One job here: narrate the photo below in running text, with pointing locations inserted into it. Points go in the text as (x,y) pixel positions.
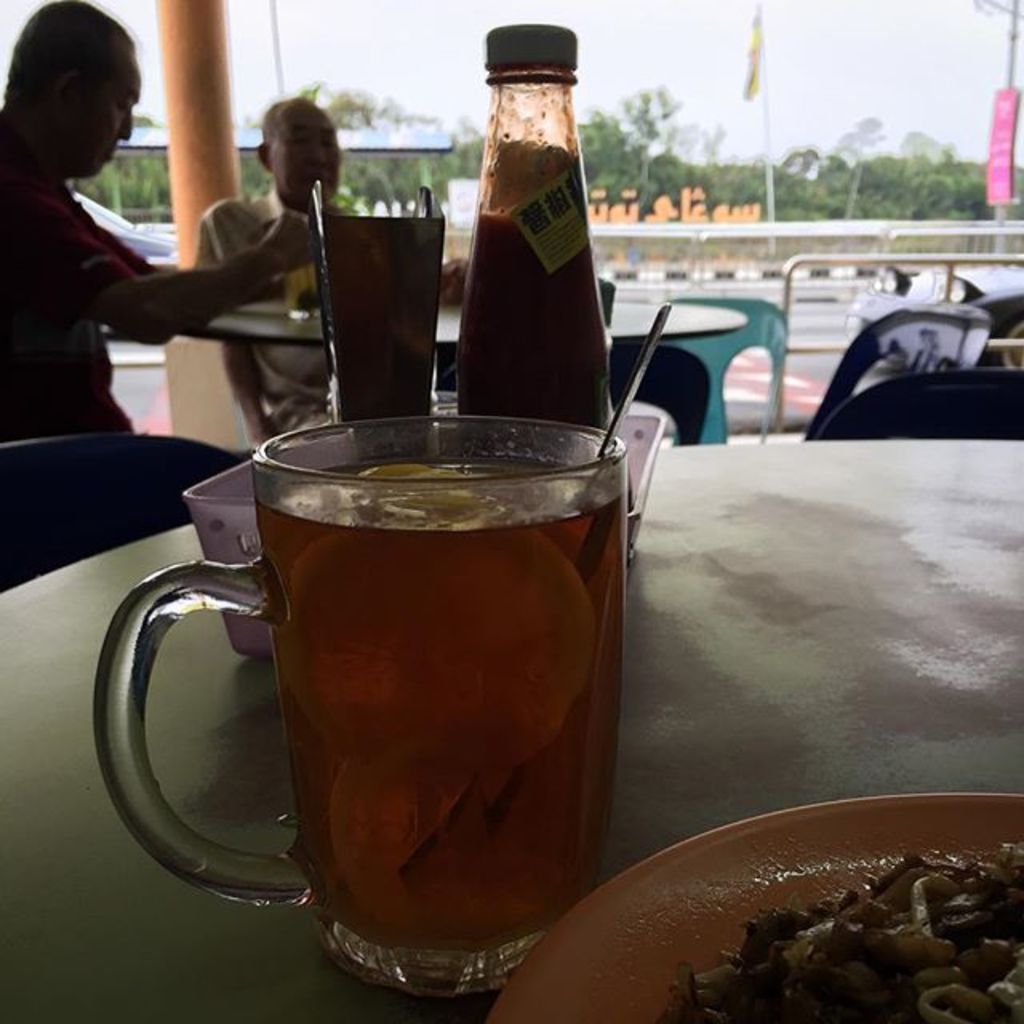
In this image there is a table (1,750) having a mug (352,614), tray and a plate (522,1023) on it. Tray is having a bottle (551,389) and an object (436,353) on it. Mug (462,612) is filled with some drink (476,657) in it. Plate (613,1023) is having some food (880,930) on it. Behind the table (908,454) there are few chairs (976,385). Two persons (65,310) are sitting on the chair (15,476) before a table (270,319) having a glass (297,288) on it. There is a road (717,285), beside there are flags (994,114) attached to the poles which are on the pavement (709,245). There are few trees (623,172). Top of image (686,81) there is sky (673,94).
